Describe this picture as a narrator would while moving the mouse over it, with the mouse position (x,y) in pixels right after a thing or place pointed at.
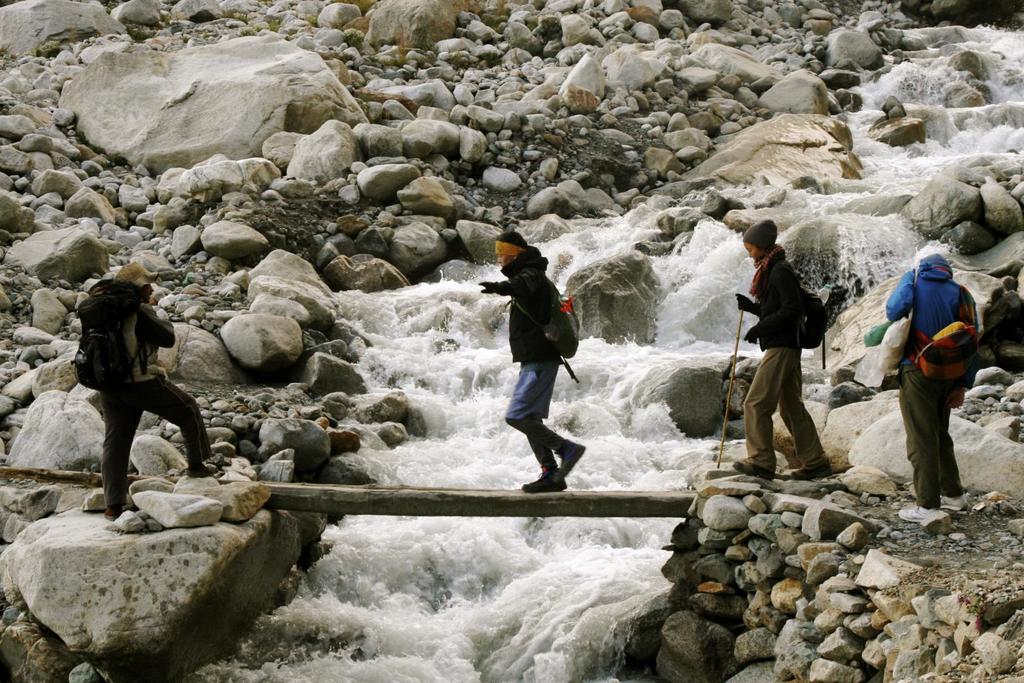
In this image we can see four persons (514,342) standing on the ground (226,486). One person (547,398) wearing headband (513,249), jacket (527,306) and a bag (558,332) is standing on a wood log (462,501). In the background (588,473) we can see water (638,404) and group of stones (368,272).
